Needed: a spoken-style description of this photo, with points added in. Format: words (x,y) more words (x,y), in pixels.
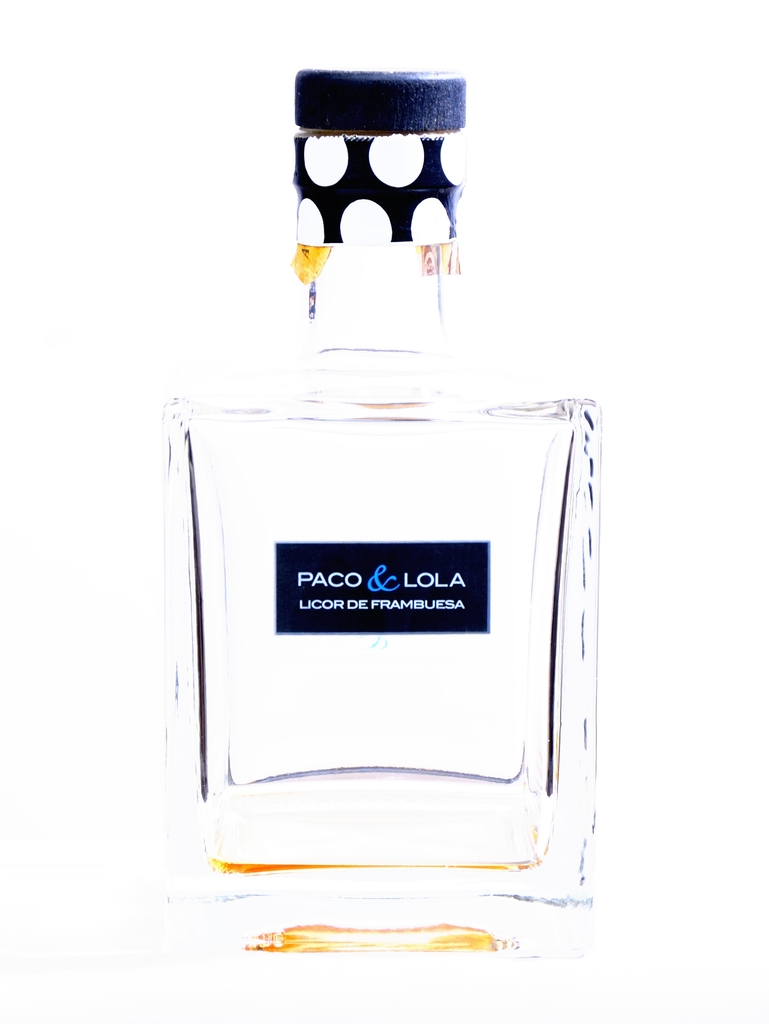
This is a picture of a liqueur bottle (442,208) where it has a lid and a label (481,584) of the name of the liqueur (328,528).
